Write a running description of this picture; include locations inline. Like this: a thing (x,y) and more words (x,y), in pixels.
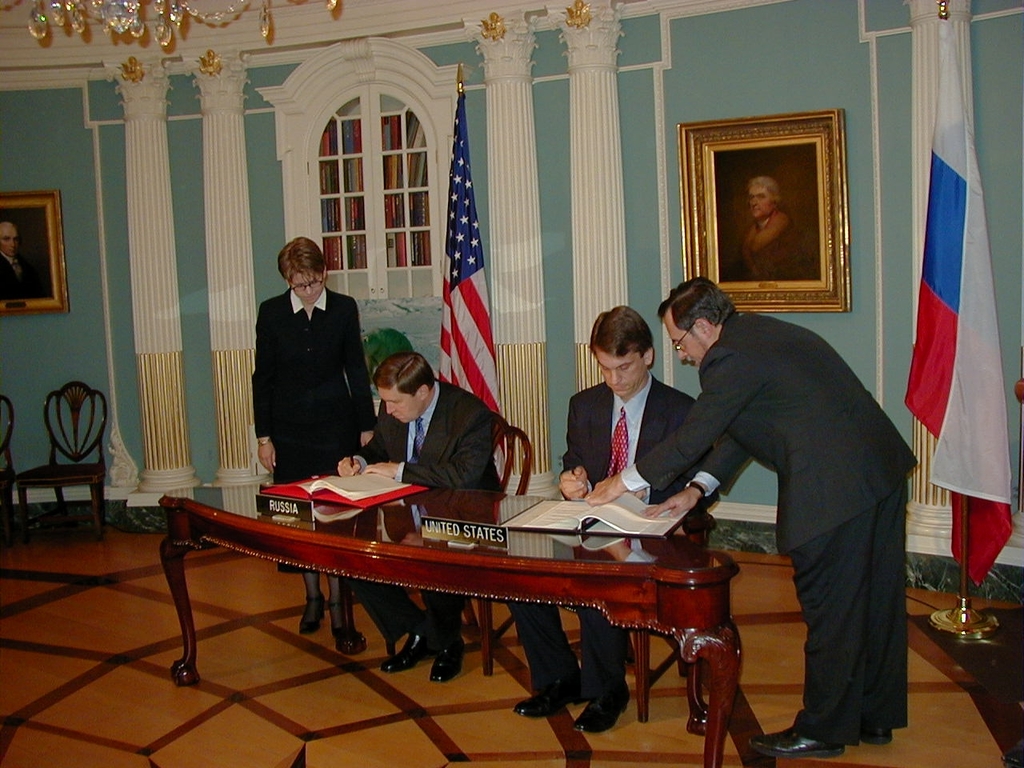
This picture is a man (392,463) sitting and writing in notebook (367,496) with another man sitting and reading it. There is a man (880,448) standing beside the person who is reading and the woman (356,347) standing beside the person (389,438) who is writing. There is a flag (461,380) in the backdrop (386,220), a bookshelf (440,232), there is a photo frame (725,193) on the wall (664,153) and the floor (136,639) is brown colour there are some chairs (98,504) to sit.
